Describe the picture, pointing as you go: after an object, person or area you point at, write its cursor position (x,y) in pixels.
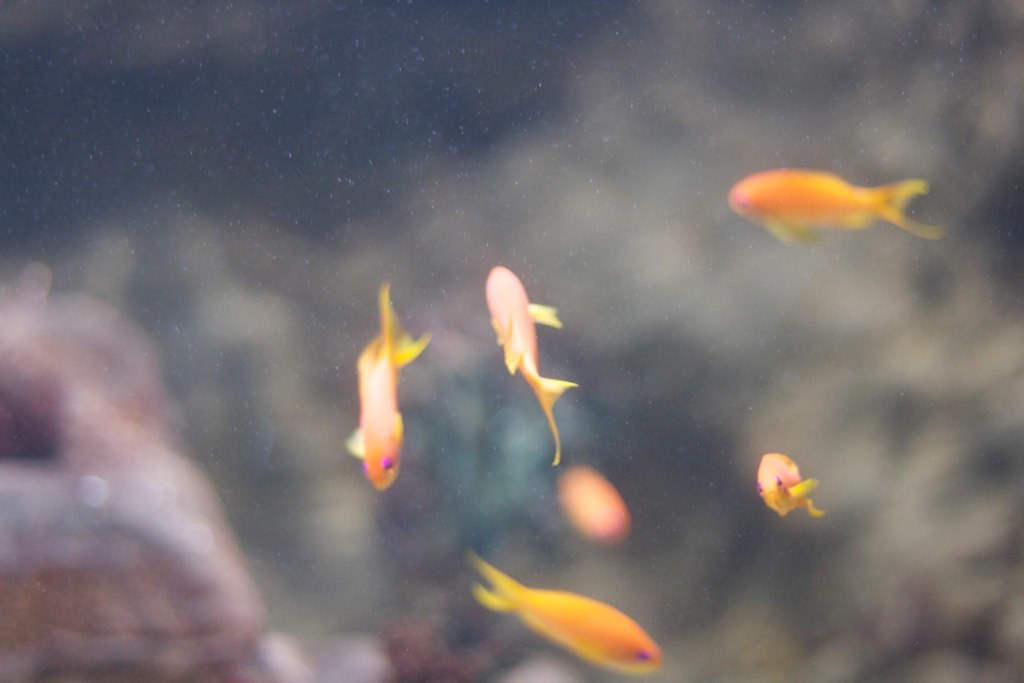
There are fishes (837,203) in different colors. They are in the water (877,431). And the background (302,397) is blurred.
